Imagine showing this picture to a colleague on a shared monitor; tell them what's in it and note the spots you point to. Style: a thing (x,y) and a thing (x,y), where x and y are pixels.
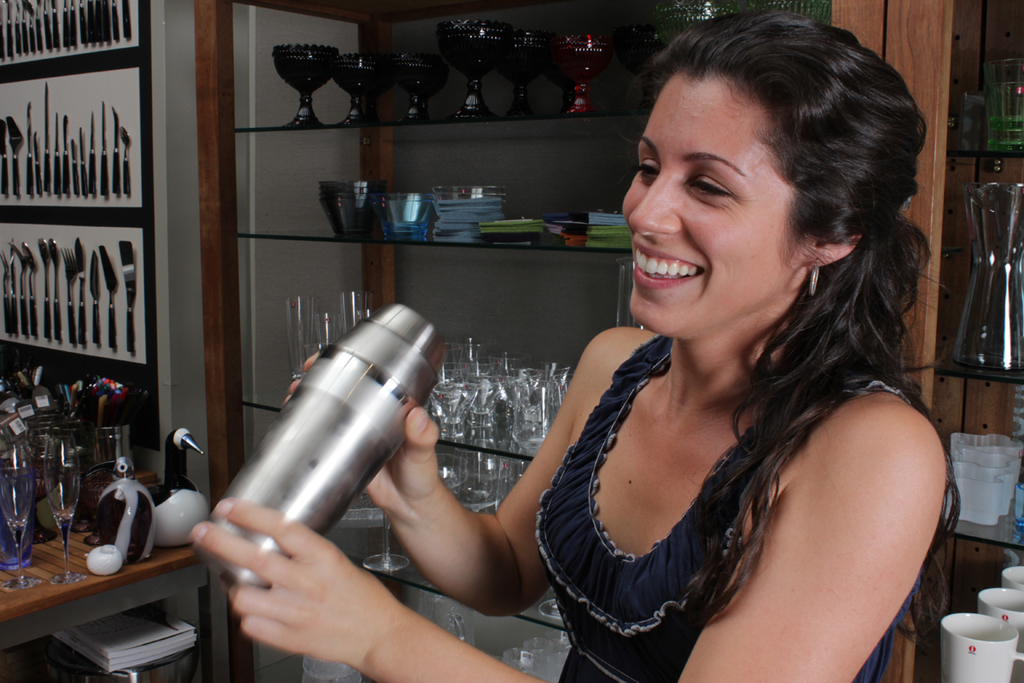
In the image there is a woman (758,348) with a shaker (333,481) and in background (475,401) there are shelf (496,332) with glasses (516,380) and wine glasses (325,316) on it and there are many bowls (300,79) in top shelf (428,115) and over the wall (36,94) there are many spoons (43,259) and cutlery set (72,265) and there is a table (76,604) in front of the wall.
